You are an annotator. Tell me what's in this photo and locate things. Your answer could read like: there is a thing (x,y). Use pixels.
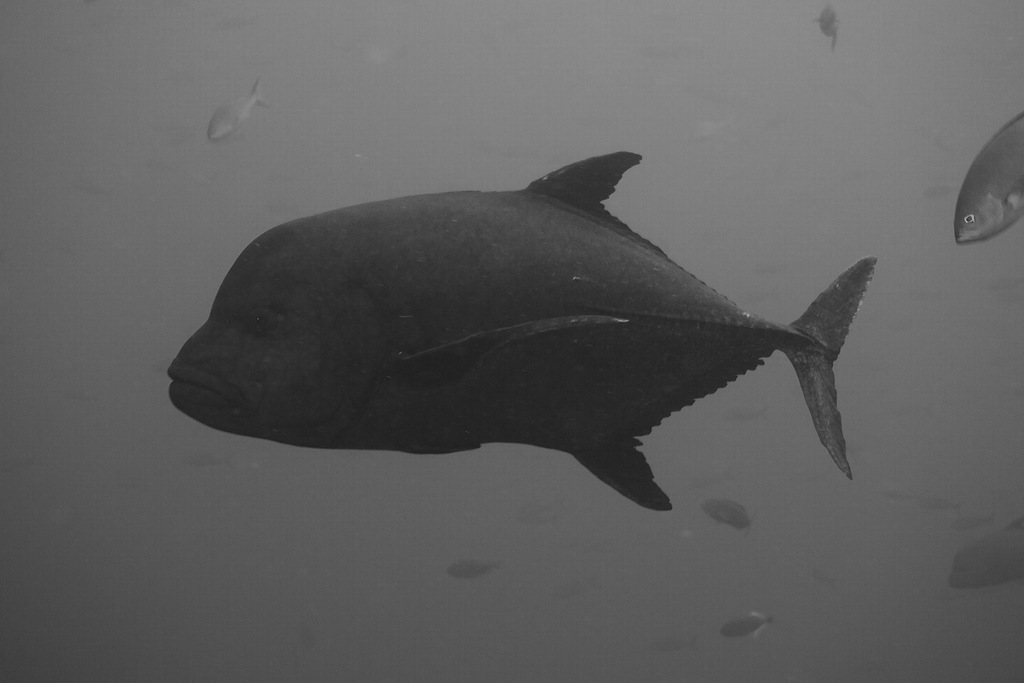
This is a picture where we can see fishes (404,415) in the water (924,239).
